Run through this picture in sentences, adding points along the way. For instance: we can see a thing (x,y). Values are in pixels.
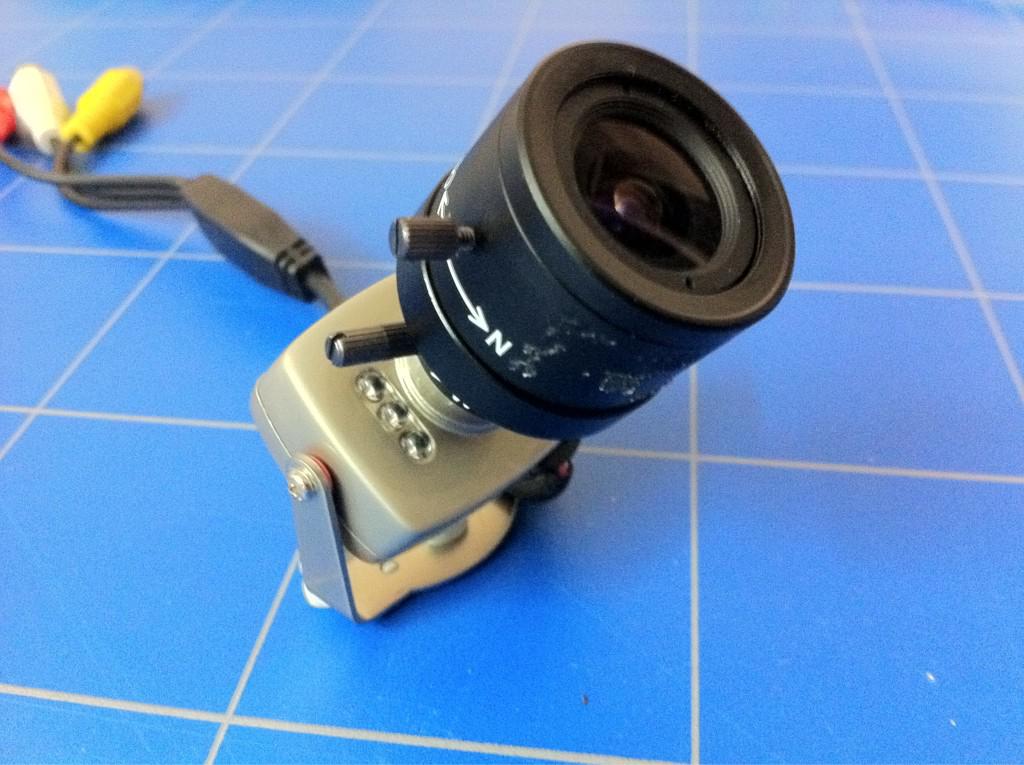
In this image I can see camera (465,273) and red, white and yellow color pins (40,136). The camera (468,418) is on the blue color floor (743,551).
